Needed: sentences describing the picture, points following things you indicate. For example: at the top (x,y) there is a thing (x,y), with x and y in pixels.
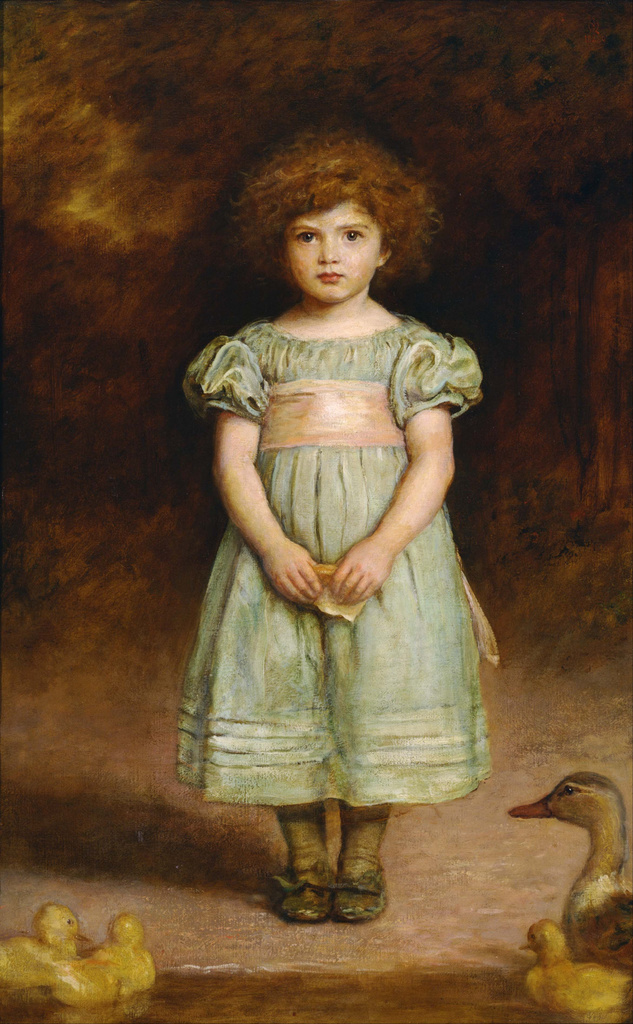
In this picture I can see there is a girl (329,707) standing and she is wearing a frock (324,669) and there is a duck (608,824) and ducklings (73,959) here and the backdrop (160,129) is blurred. This is a painting.
